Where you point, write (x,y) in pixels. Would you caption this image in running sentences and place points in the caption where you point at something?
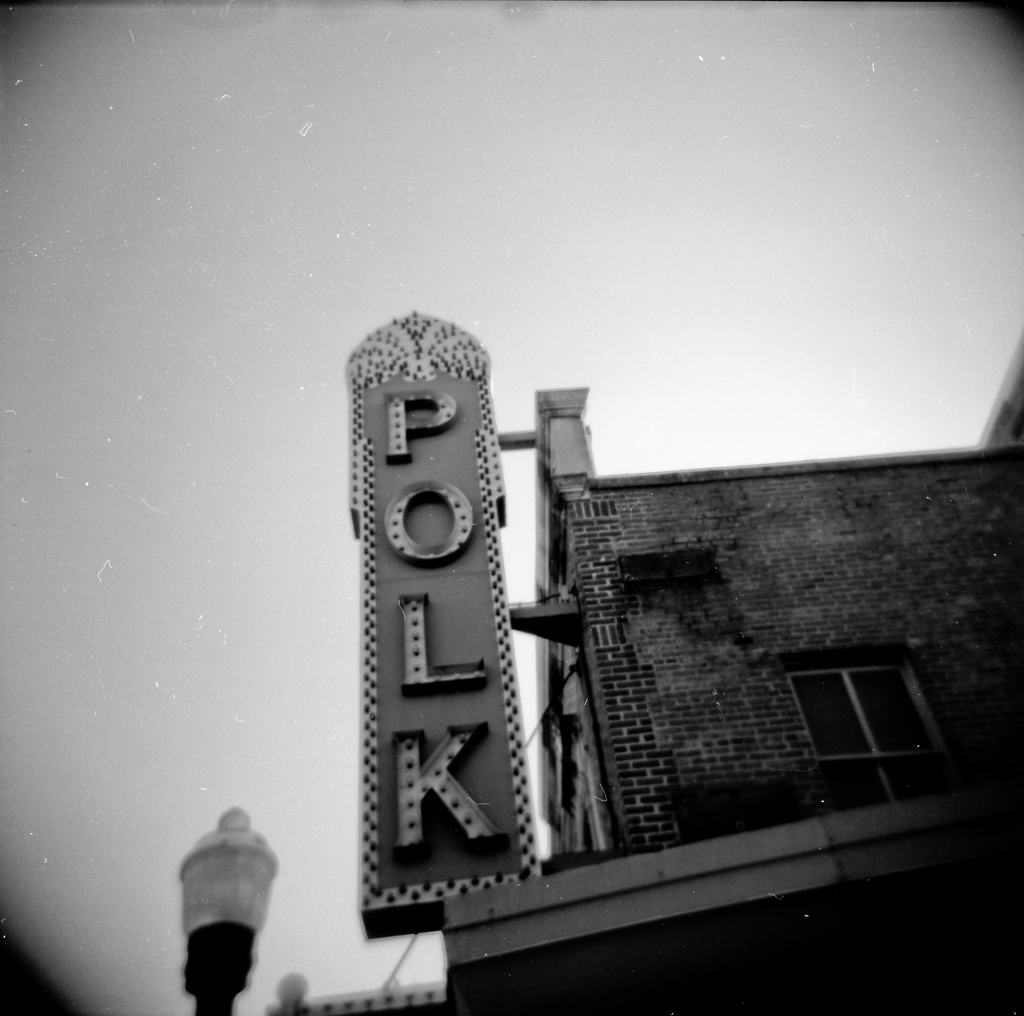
In this image there is the sky (721,395), there is a house (779,589) truncated towards the right of the image (813,727), there is a board (439,555), there is text (456,808) on the board (442,561), there are street lights (252,857) truncated towards the bottom of the image (238,889).
